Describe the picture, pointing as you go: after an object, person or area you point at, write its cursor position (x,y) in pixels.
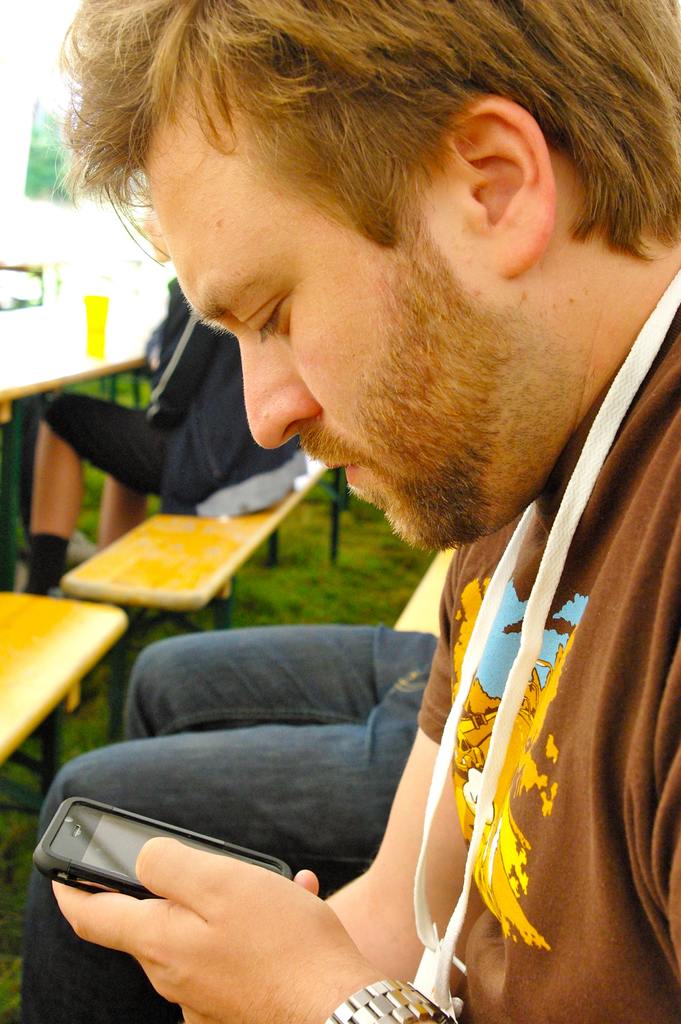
On the right side (657,59), there is a person (615,445) in a brown color T-shirt (648,816), wearing a badge (425,973), sitting and holding a mobile (55,855). Beside him, there is another person (221,745) sitting. On the left side (72,317), there is a table (63,328), on which there are some objects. Beside this table (68,318), there is a person (205,380) sitting on a bench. Beside this bench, there is another bench (55,652) on the ground (331,571), on which there is grass (331,571). In the background (54,184), there a tree (57,153).
